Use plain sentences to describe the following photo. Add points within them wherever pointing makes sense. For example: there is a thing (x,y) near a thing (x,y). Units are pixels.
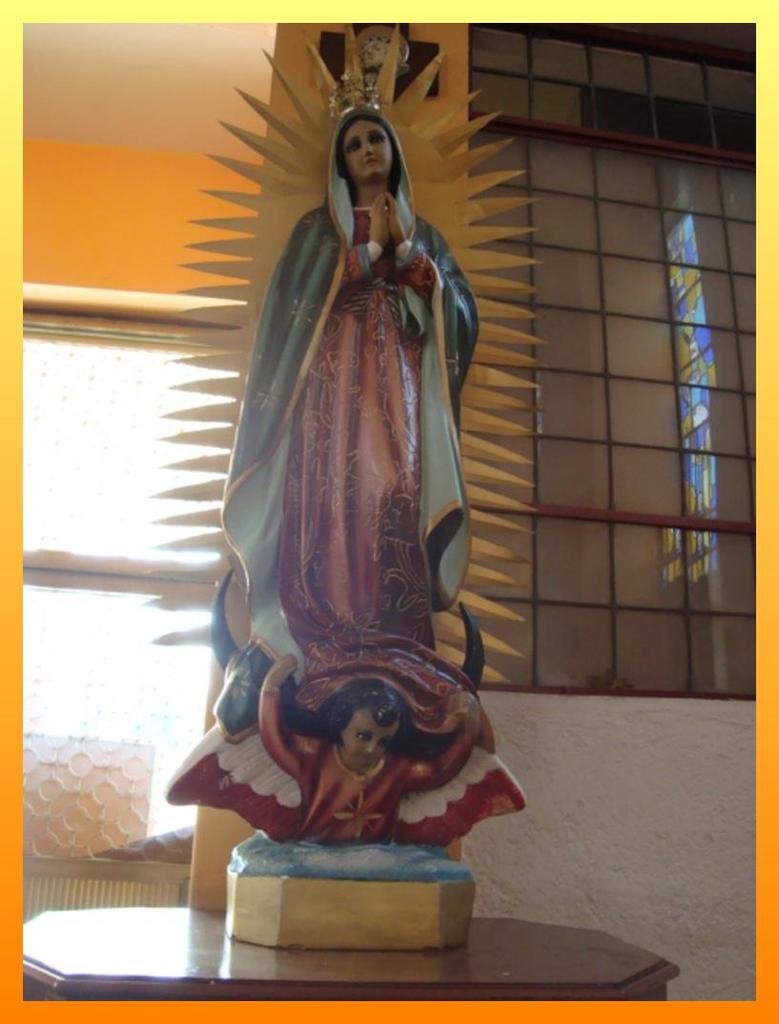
In this image there is a statue (285,799) on the table (495,921), behind the statue (416,740) there is a wall (619,776) with windows (532,549). At the top of the image (115,93) there is a ceiling (153,74) and the cross (379,65) is hanging on the wall (585,737).
